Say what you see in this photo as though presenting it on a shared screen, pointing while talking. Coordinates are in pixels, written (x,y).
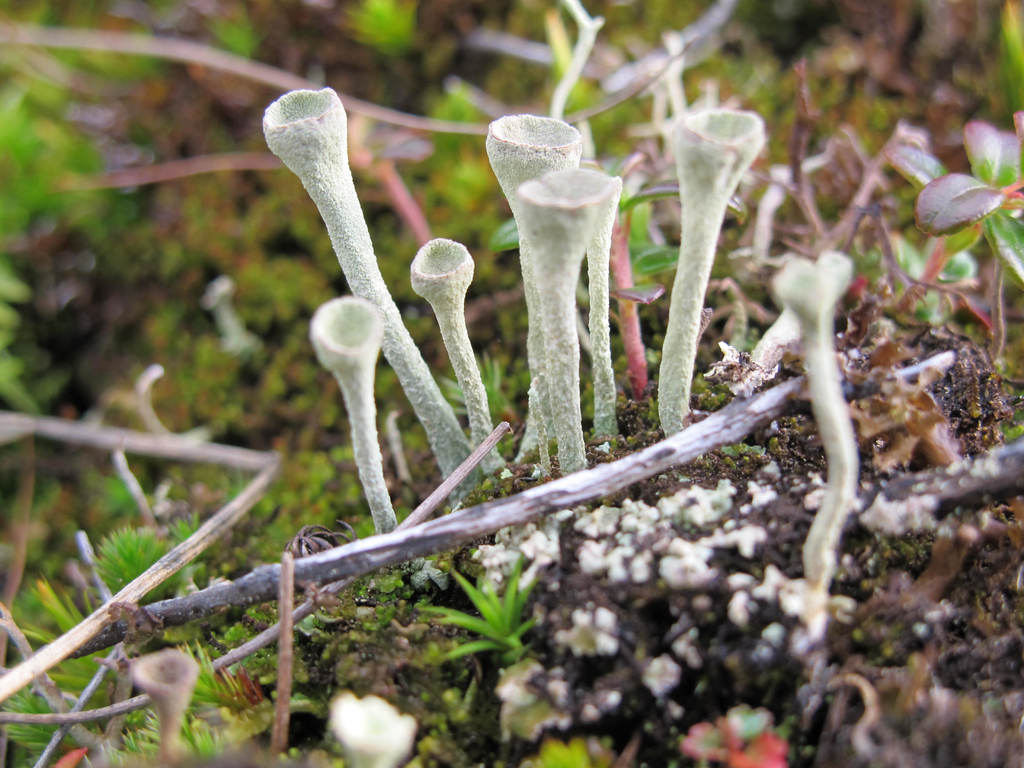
In this image there are some mushrooms (139,676) and at the bottom (646,560) there are some plants (311,447), grass (30,634) and some mud (755,439).
